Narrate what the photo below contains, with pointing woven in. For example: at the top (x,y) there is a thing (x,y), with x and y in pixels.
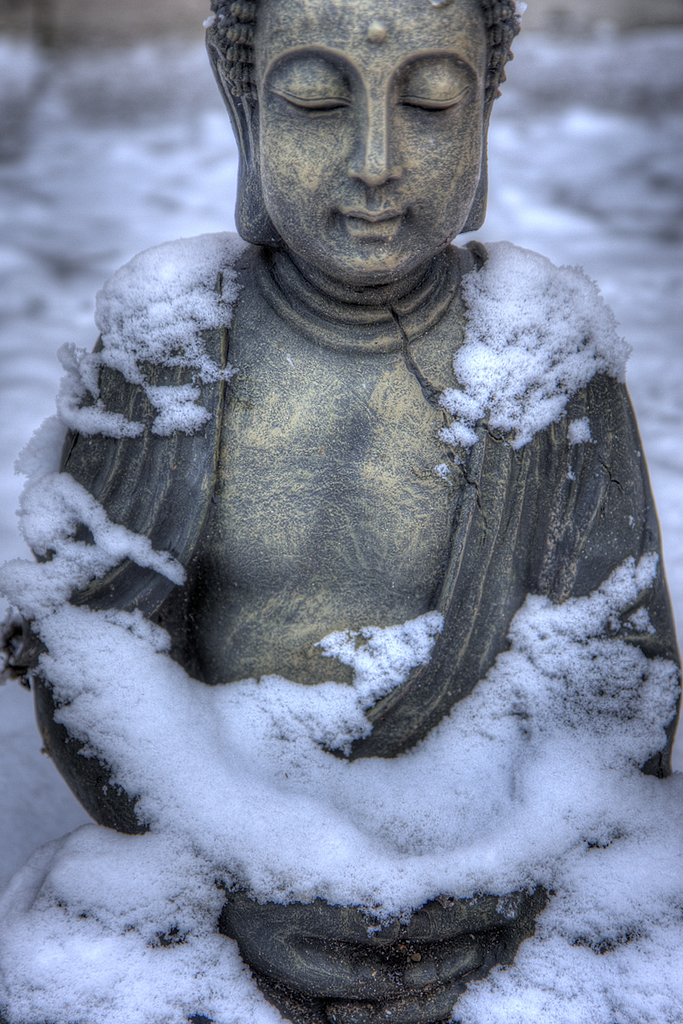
In this image there is a statue (373,109) and there is some snow (387,683).
